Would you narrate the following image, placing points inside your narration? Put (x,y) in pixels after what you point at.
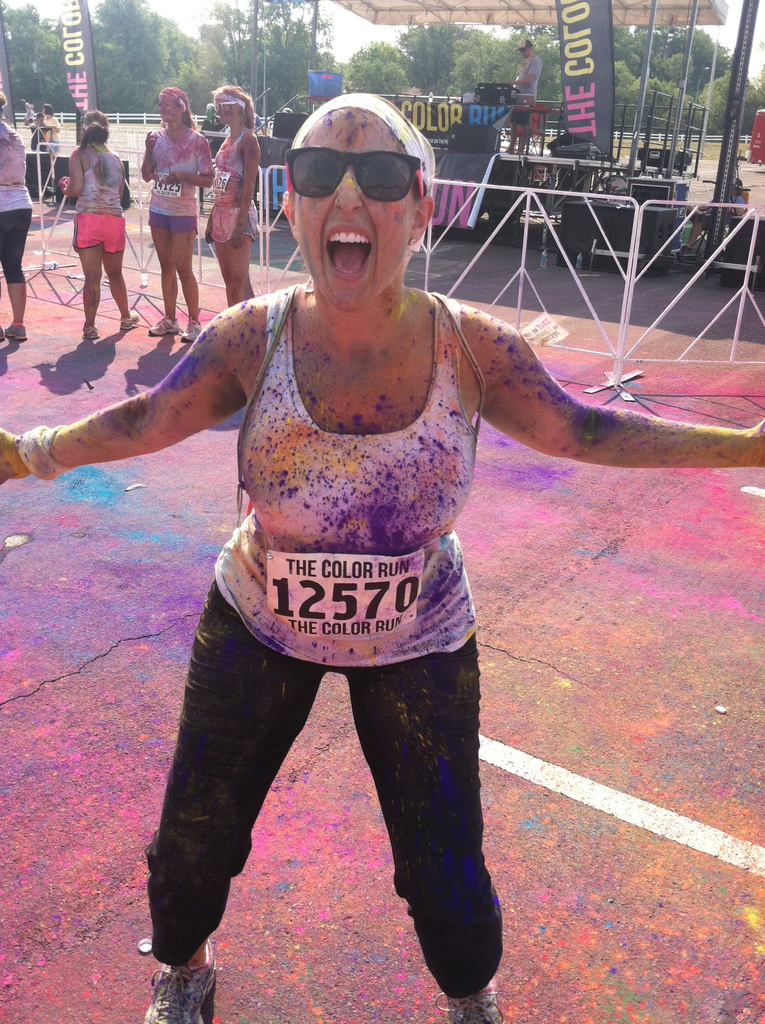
In this picture I can see a woman (403,227) standing in front (363,455) and I see that, there is color (283,476) all over her body (272,432). In the background (63,266) I can see railings (709,135) and I can see few people (11,242) standing. On the top of this picture (82,109), I can see few banners (0,82) on which there is something written and I can see number of trees (620,41).
